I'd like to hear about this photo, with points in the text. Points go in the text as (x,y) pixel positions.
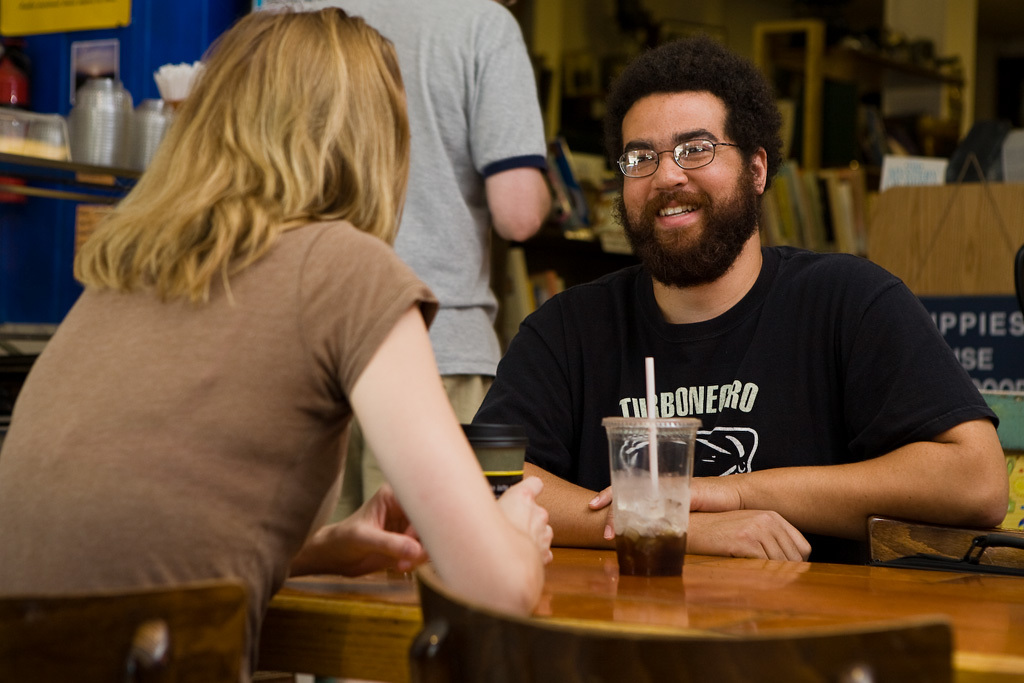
In the picture we can find a table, one man (835,286), woman (274,280). In the background (103,82) we can find one man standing and we can see some books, jars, table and on the table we can find a glass (687,423), straw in the glass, A man (568,415) sitting on a chair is wearing a black T-shirt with beard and the woman (263,274) is wearing a T-shirt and she is with golden hair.
